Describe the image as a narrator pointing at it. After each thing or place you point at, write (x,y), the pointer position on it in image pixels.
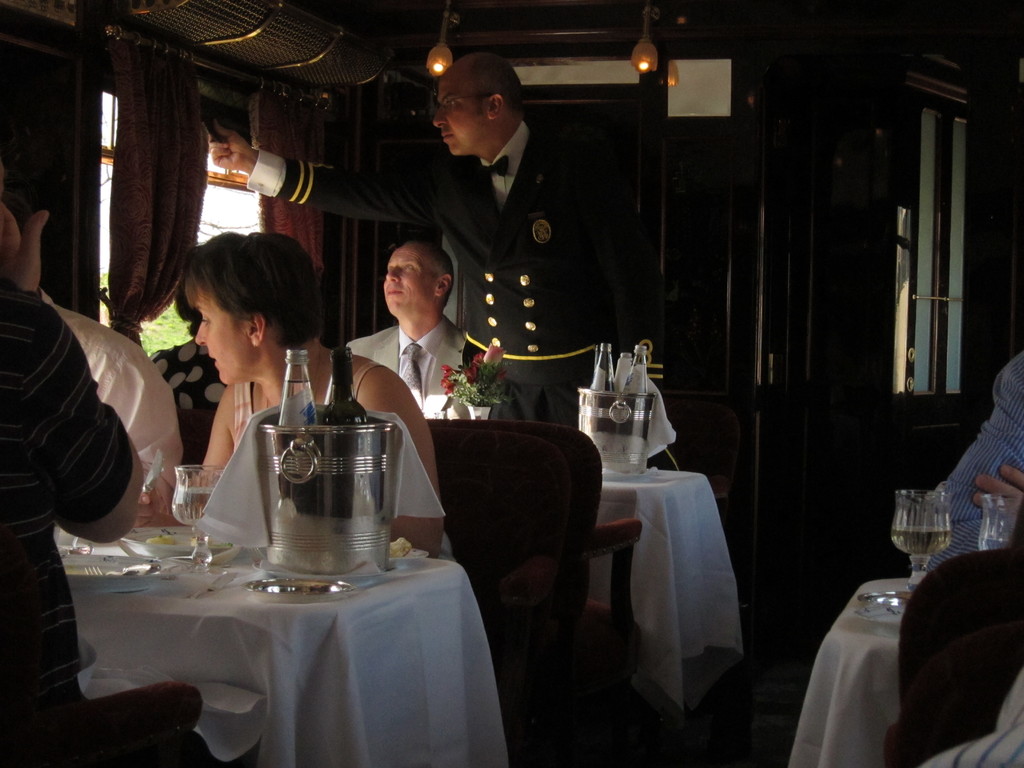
In this room (345,543), there are some tables (333,627) and some of the people (153,447) are sitting around the tables (251,634). There is a food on the table (325,601), one guy (523,407) is standing and adjusting the cloth (204,133) there. We can observe some curtains (196,169) here.
